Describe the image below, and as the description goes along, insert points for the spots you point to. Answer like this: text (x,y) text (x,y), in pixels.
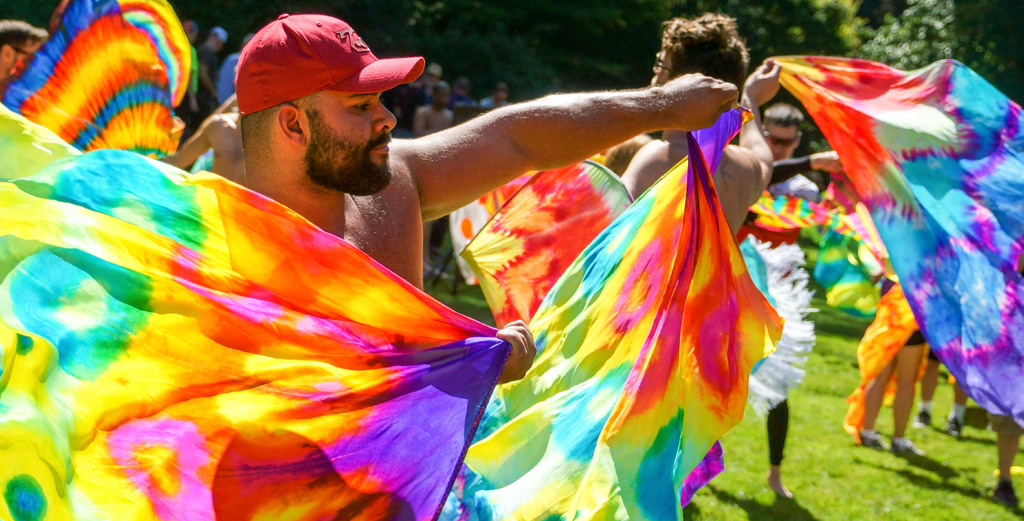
There are people (544,159) holding clothes (860,144) and we can see grass (841,387). In the background (456,49) we can see trees (899,28) and people (509,98).
